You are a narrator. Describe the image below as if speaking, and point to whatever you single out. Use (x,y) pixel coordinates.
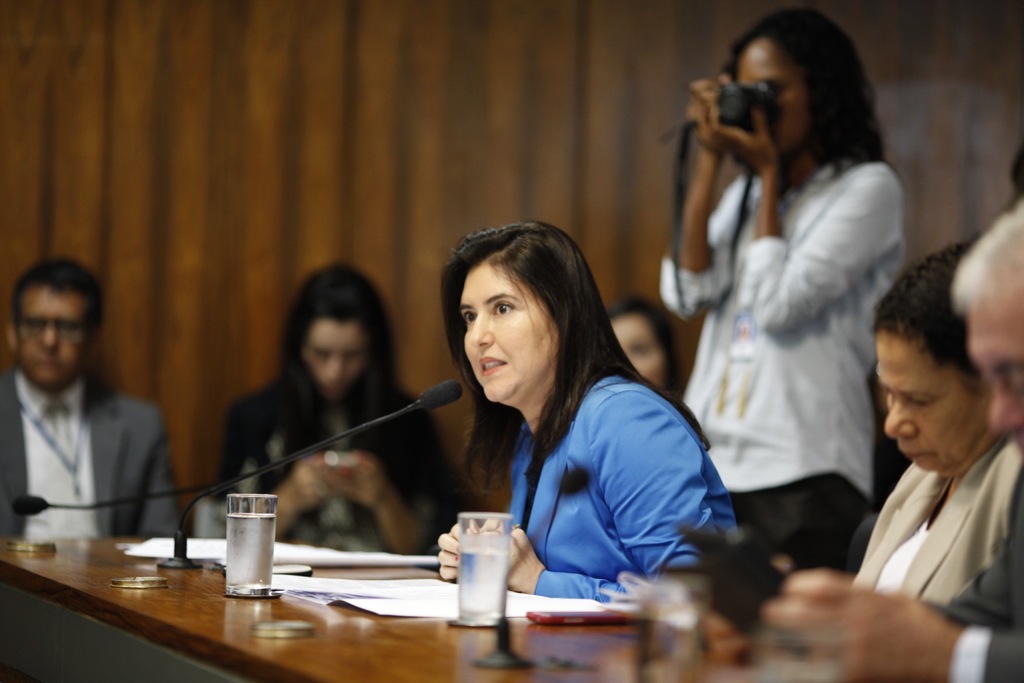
In this image, we can see persons (760,363) wearing clothes (331,404). There is a persons (571,441) in the middle of the image (614,451) sitting in front of the table (467,637). This table (368,657) contains glasses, papers (366,589) and mic (266,468). There is a person (839,401) on the right side of the image (837,313) holding a camera (740,98) and taking a snap. In the background (672,109), we can see a wooden wall (666,123).
